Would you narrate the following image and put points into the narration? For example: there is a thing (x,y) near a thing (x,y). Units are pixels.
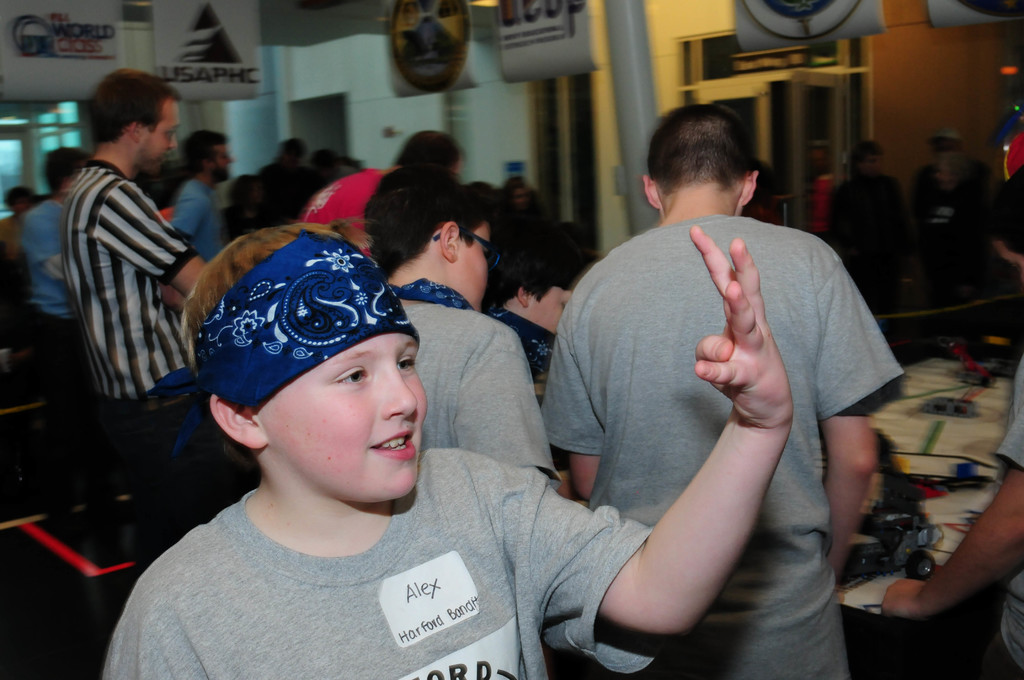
In the center of the image (404,337) we can see a group of people (488,364) are standing. On the right side of the image (893,407) we can see some toys (967,398) and cloth (913,422). In the background of the image (342,111) we can see the boards (159,63), light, wall (418,120), doors (685,99), pole (634,111). At the bottom of the image (52,623) we can see the floor (50,645).
